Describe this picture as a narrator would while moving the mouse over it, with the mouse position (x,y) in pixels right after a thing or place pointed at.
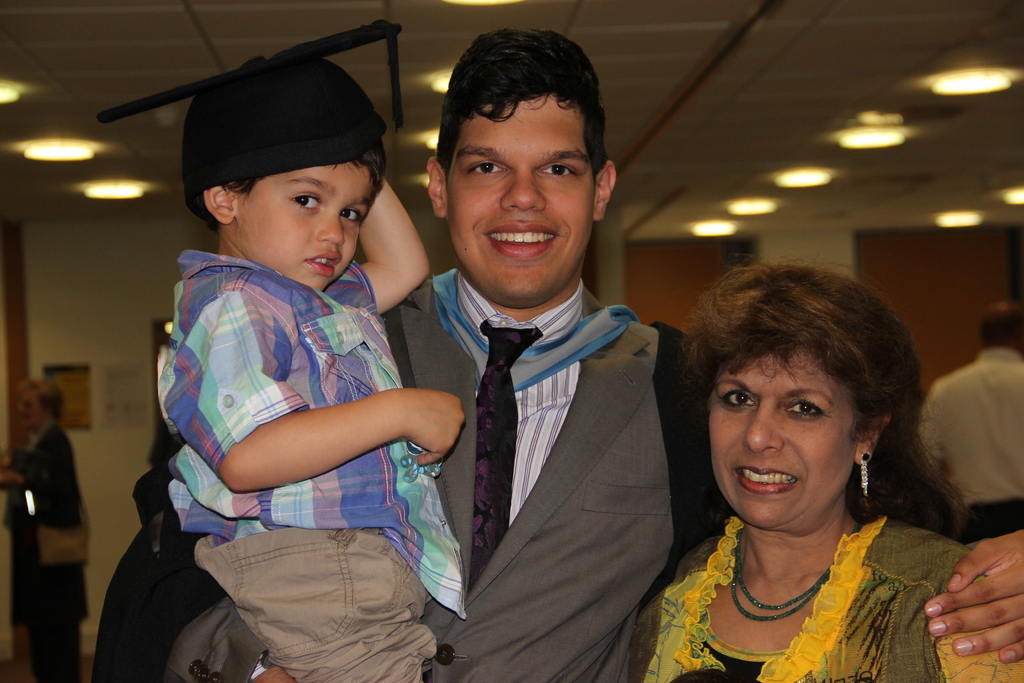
In the picture there is a man (683,402) and a woman (888,437) present, the man (540,284) is holding a boy (261,132) on the hand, behind them there are lights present on the roof (921,198), there are people (986,431) present.
